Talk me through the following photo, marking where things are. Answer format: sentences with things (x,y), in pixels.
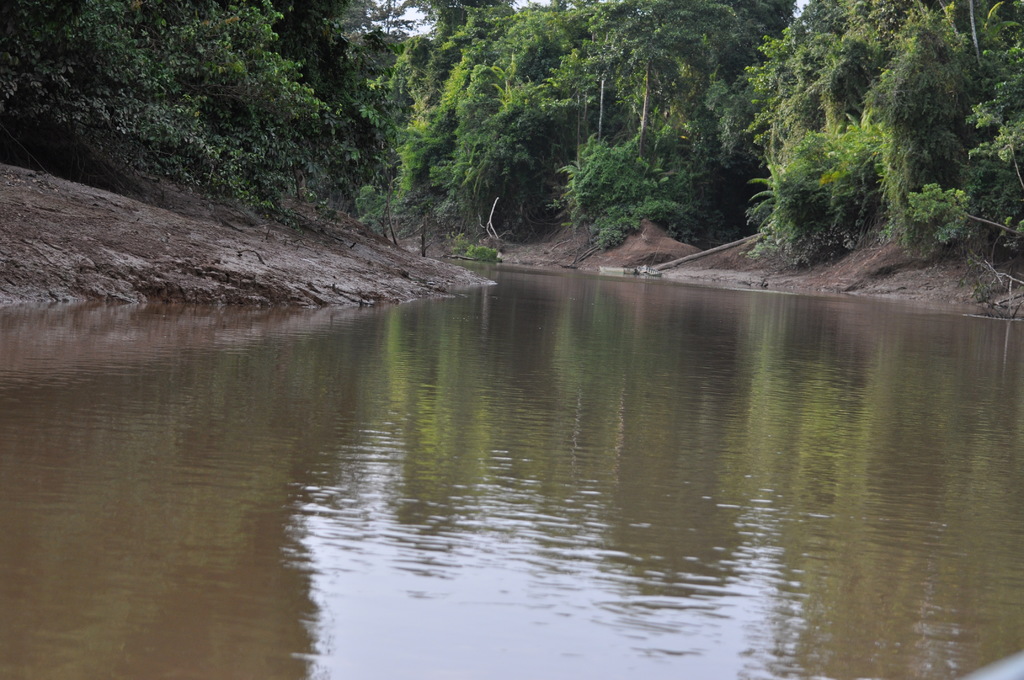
At the bottom of the image (519,607) there is water (479,609). To both the sides of the image there are trees (557,151).
